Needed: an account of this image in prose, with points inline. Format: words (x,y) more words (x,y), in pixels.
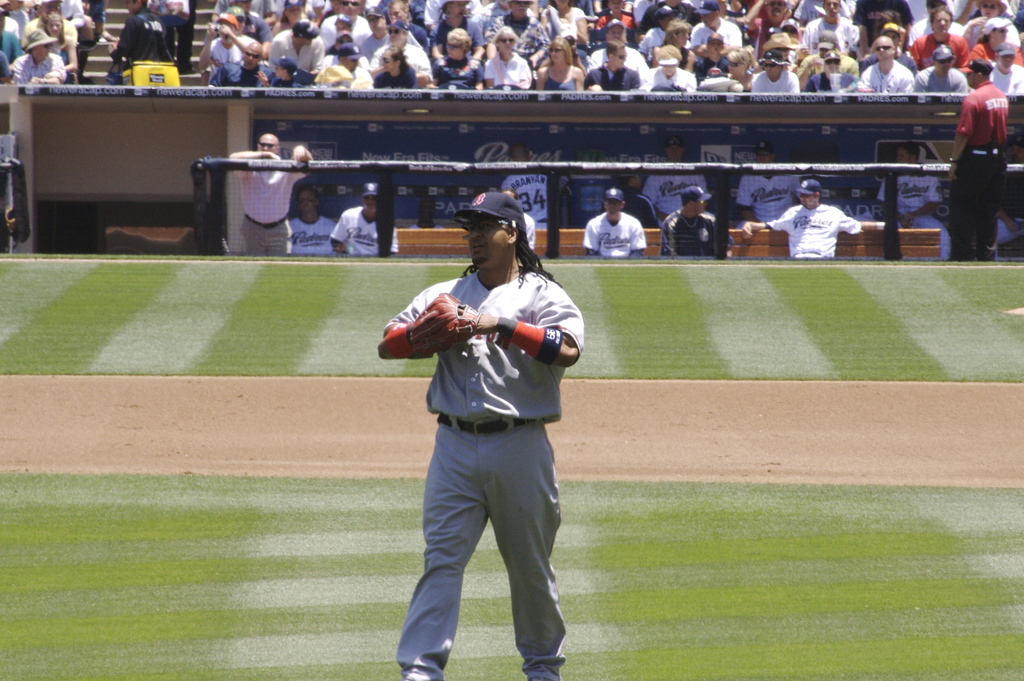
In the center of the image (488,291) we can see a man (502,488) standing. He is wearing a cap (482,219). In the background (525,13) there is crowd (540,13) sitting and we can see people (748,234). There is a board (448,147).
